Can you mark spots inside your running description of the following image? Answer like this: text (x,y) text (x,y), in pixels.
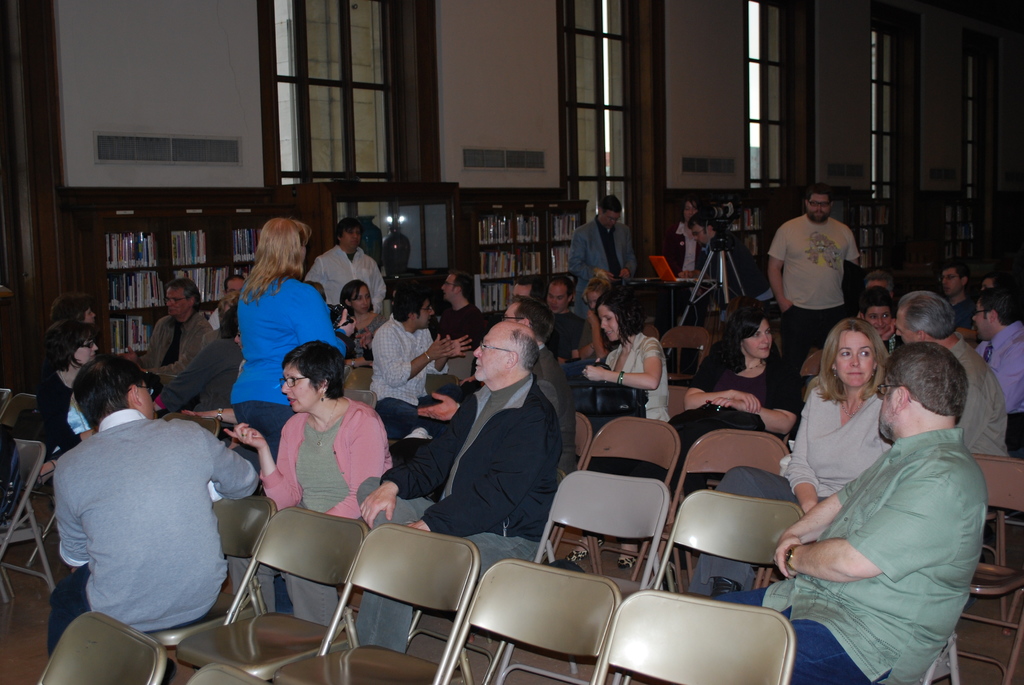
In this picture we can see some persons (952,588) are sitting on the chairs (346,656). And even we can see some persons (674,241) are standing on the floor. This is the wall (163,117) and there is a rack (133,267). We can see some books (489,262) in the rack (486,278). And this is the door (436,219).
